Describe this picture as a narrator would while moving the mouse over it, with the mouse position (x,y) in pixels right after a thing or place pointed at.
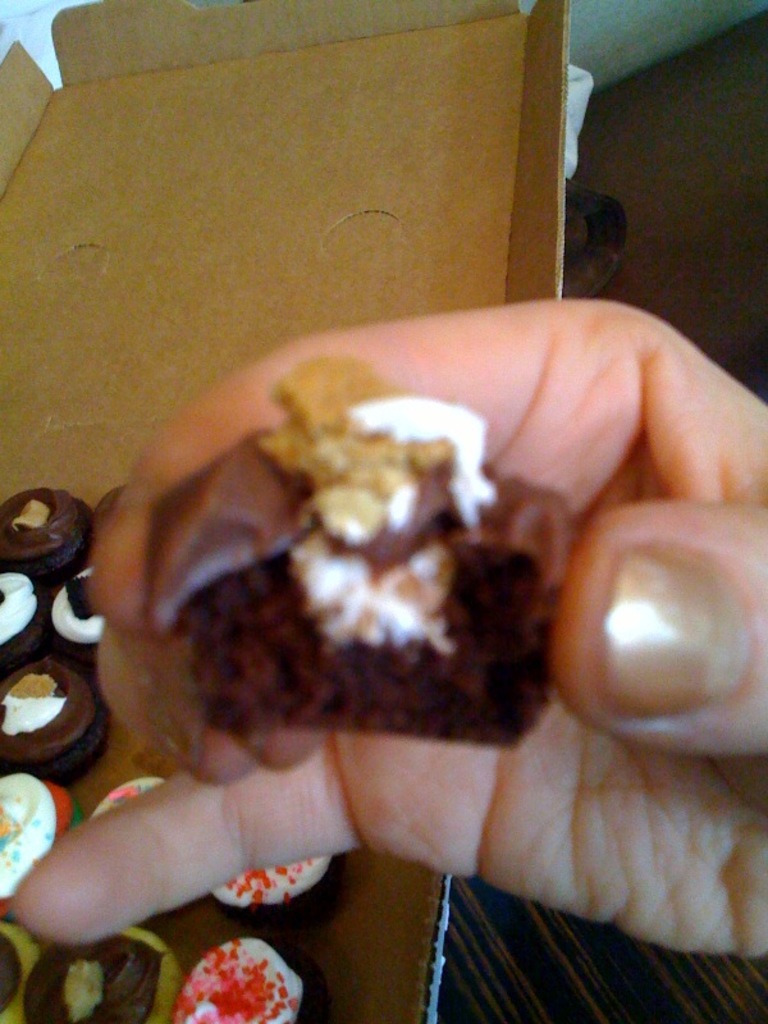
A human hand (608,715) is holding an food item (438,636) in the hand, there are cakes (7,597), this is box (384,184).
